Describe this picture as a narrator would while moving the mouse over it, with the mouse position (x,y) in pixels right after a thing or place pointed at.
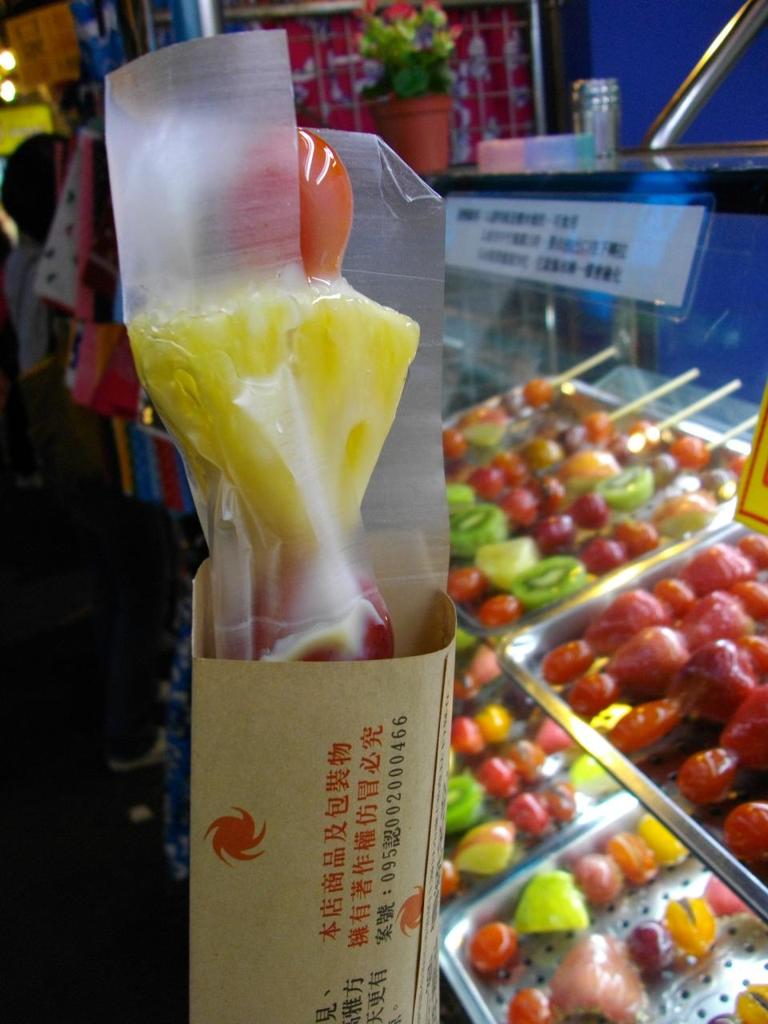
In this image there are fruits (559,678) on the trays (696,538) inside a glass cupboard (568,178). There is a paper (535,236) sticked on the cupboard (538,278). On the rack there is a houseplant (430,81). In the foreground (329,539) there are fruits (284,559) placed in a box (329,837).
